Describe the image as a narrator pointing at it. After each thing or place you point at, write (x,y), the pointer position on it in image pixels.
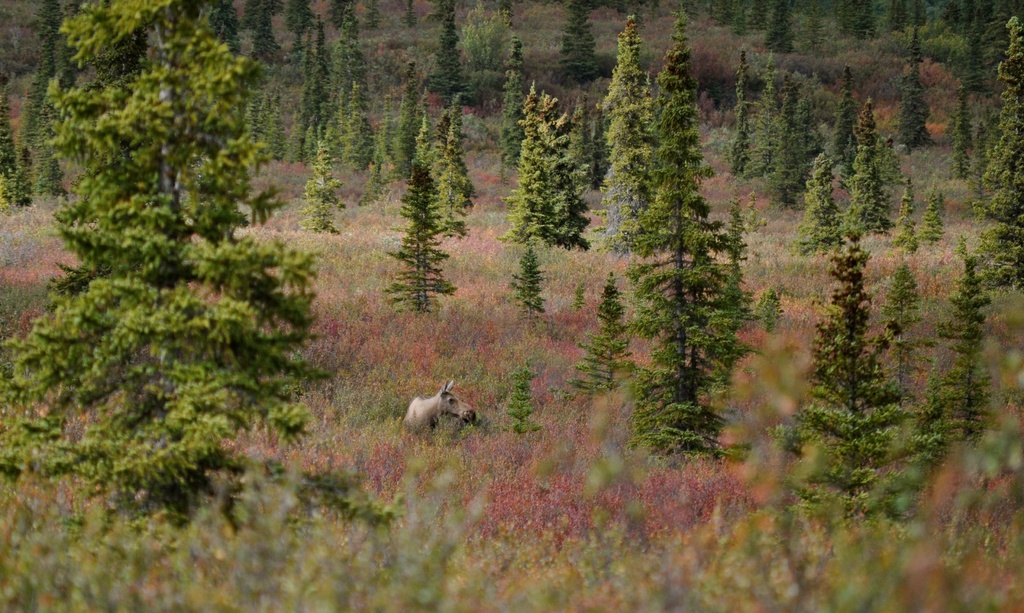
In this image we can see an animal (451,405) on the ground (447,436), there are some plants (326,351) and trees (216,373).
